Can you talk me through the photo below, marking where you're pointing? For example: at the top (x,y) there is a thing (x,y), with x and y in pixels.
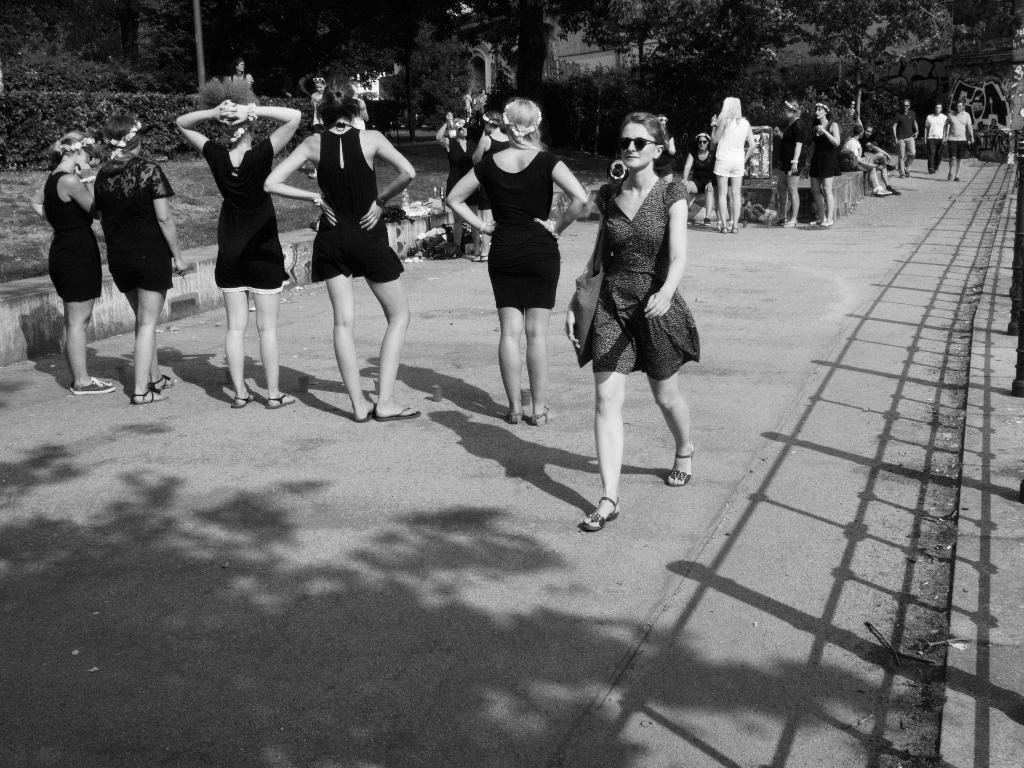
In this picture we can see some people (528,152) are standing on the left side (323,180), there is a woman (666,259) walking in the front (658,304), in the background (676,80) we can see some trees (490,37) and shrubs (48,102), there are some people (865,160) sitting in the middle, on the left side (197,53) there is a pole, it is a black and white image.
